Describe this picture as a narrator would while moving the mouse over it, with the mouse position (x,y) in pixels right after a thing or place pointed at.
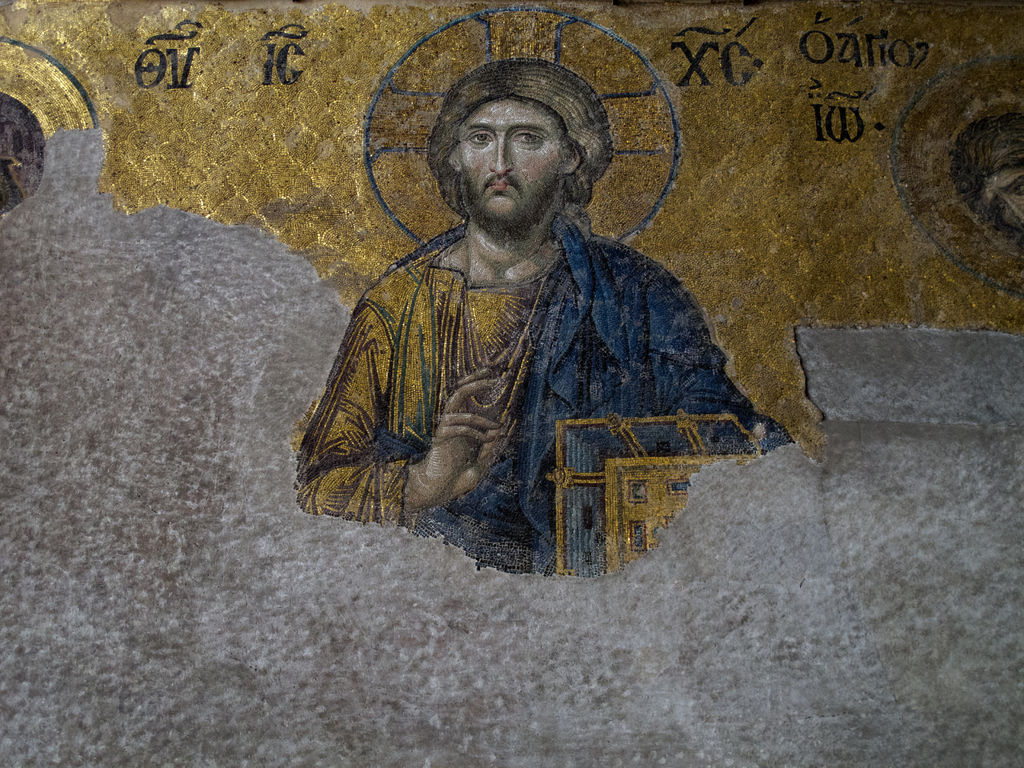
In the foreground of this picture (482,371), there is a model (534,369) of a person (531,450) holding a book (652,479) in his hand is on the wall (133,593). On the top (435,76), there is gold paint (239,66) on the wall (212,61).
